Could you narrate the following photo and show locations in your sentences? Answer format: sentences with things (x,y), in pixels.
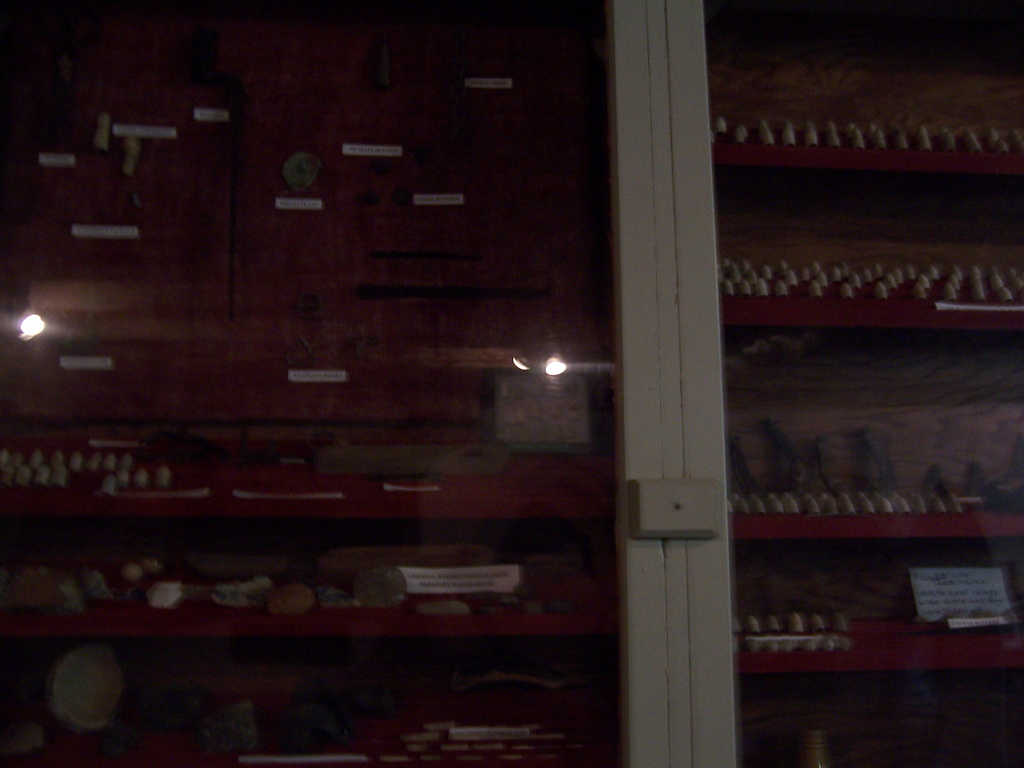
In this image I can see a rack (789,195), on the rack (876,391) I can see some objects (401,576) and I can see a light (565,369) visible in front of the rack (241,504).
